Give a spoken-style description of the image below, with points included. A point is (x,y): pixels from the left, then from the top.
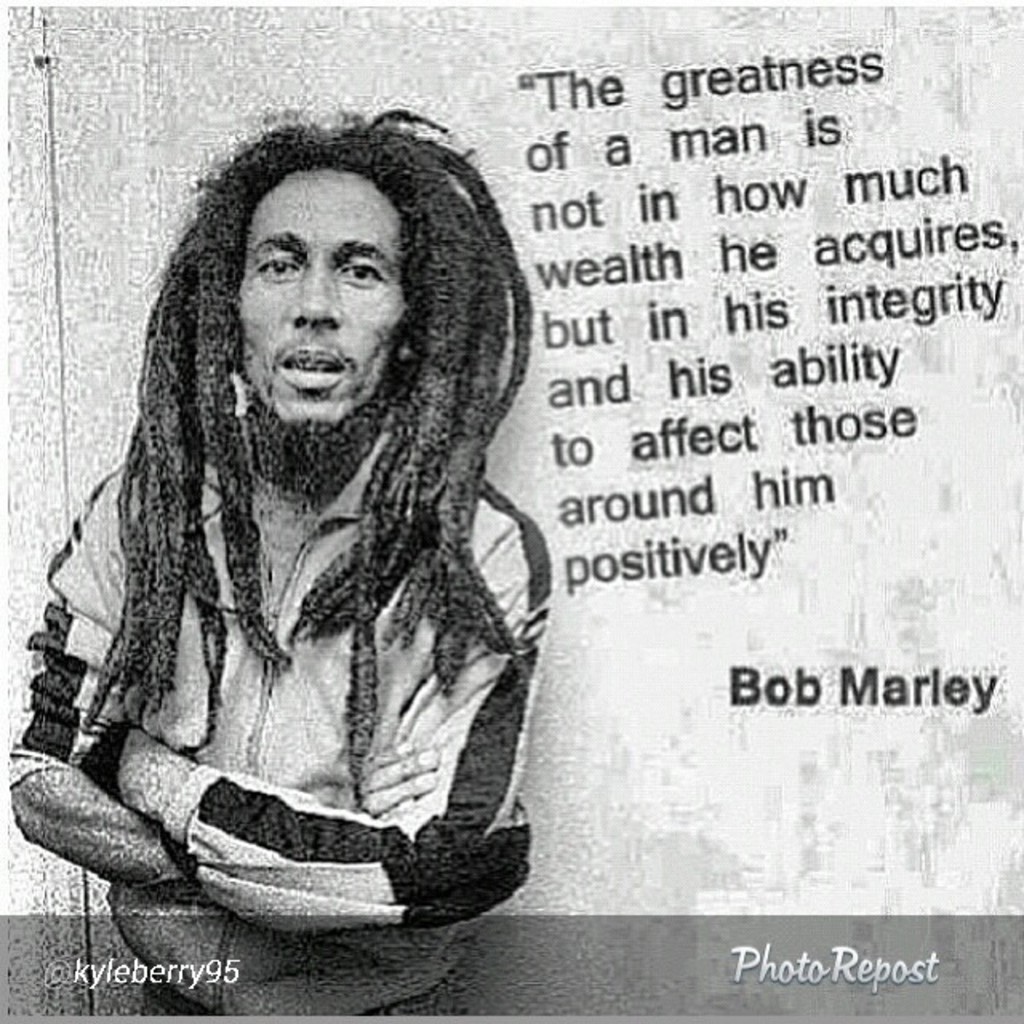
This image consists of a poster (325,472) and this is a black and white image. On the left side (276,661) a person (233,616) is wearing a jacket (378,677), standing and looking at the picture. On the right side (699,219), I can see some text (665,475).
